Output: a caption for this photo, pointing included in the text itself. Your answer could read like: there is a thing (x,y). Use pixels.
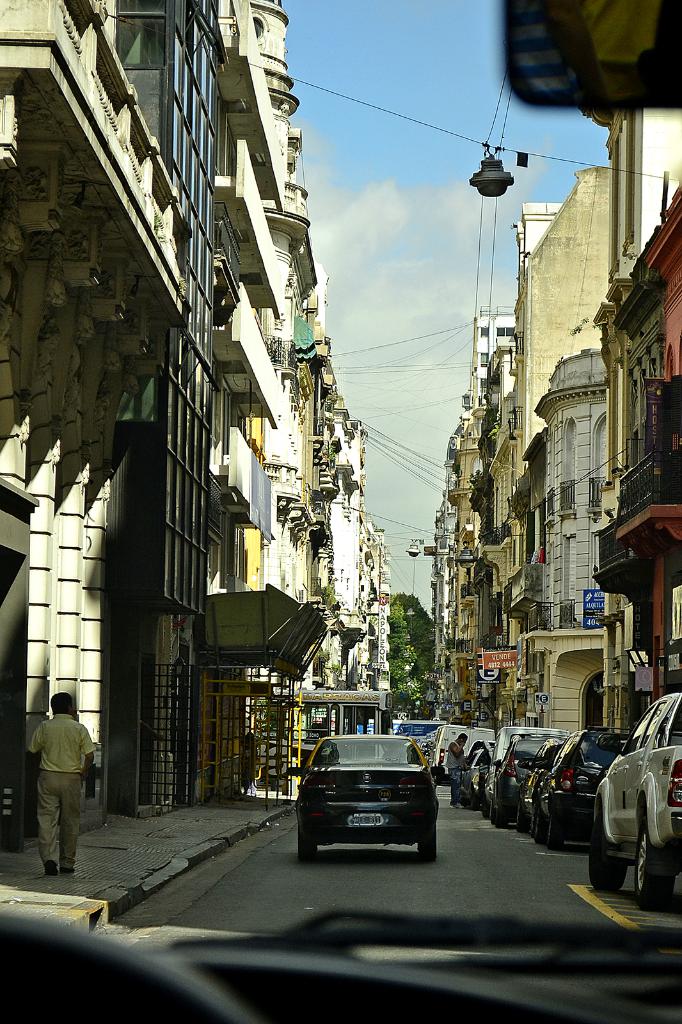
In this image we can see a group of cars (546,784) parked on the road (359,907). To the left side of the image (60,746) we can see a person (68,743) wearing a yellow t shirt (63,761) is walking on the path (126,853). In the background (609,486), we can see a group of buildings (366,664), trees (418,635) and sky (425,220).
